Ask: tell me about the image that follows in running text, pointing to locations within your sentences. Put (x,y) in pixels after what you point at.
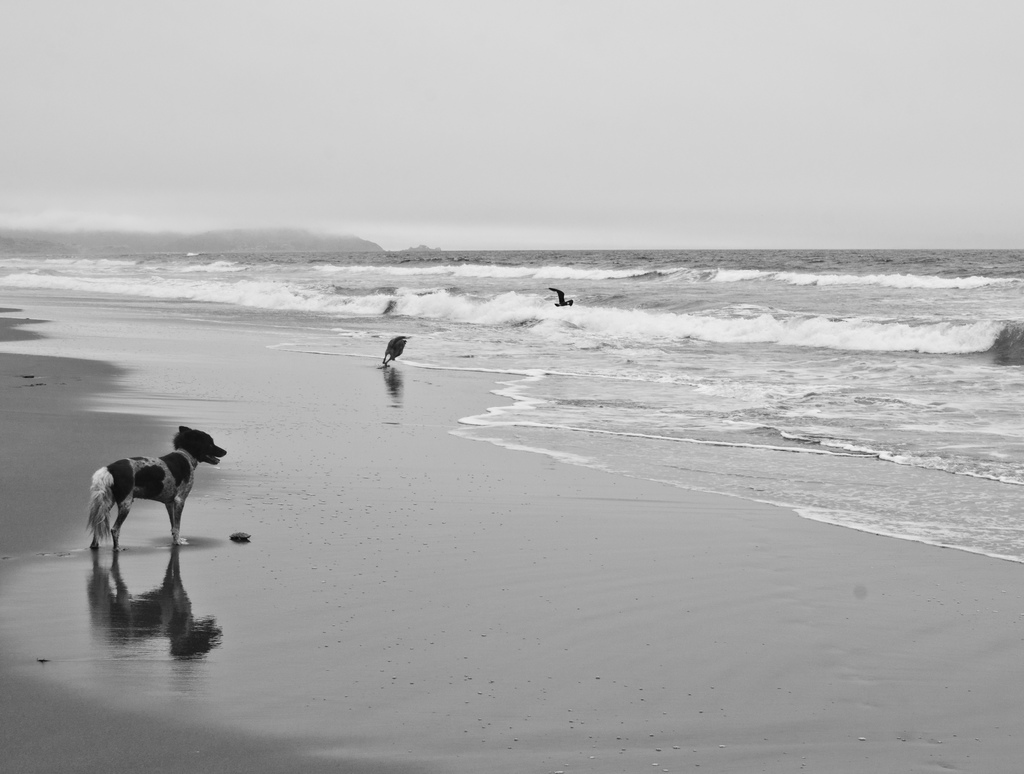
In the picture I can see a dog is standing on the ground (133,552). In the background (558,333) I can see an animal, a bird (559,294) is flying in the air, the water (566,320) and the sky (453,143). This picture is black and white in color.
